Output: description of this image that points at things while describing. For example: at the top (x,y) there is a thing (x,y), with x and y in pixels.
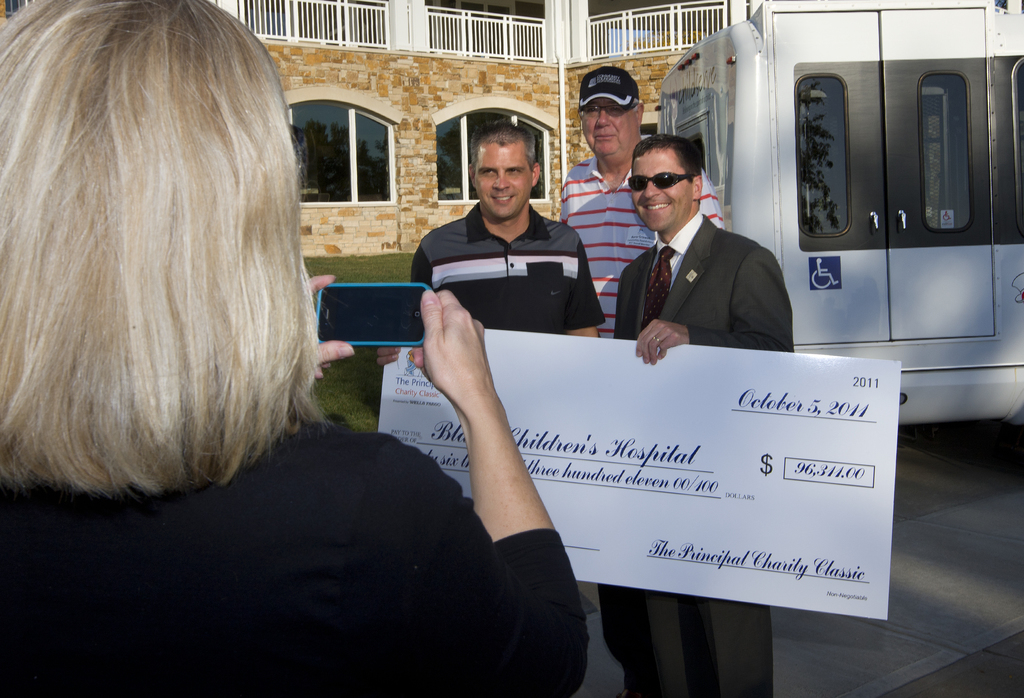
In this image there is a building (476,92) truncated towards the top of the image (427,67), there are windows (454,145), there is the wall (412,166), there are persons (521,154) standing and holding an object (591,441), there is a person (114,403) truncated towards the left of the image (183,257), there is grass (319,405), there is an object (843,177) truncated towards the right of the image (917,182).
